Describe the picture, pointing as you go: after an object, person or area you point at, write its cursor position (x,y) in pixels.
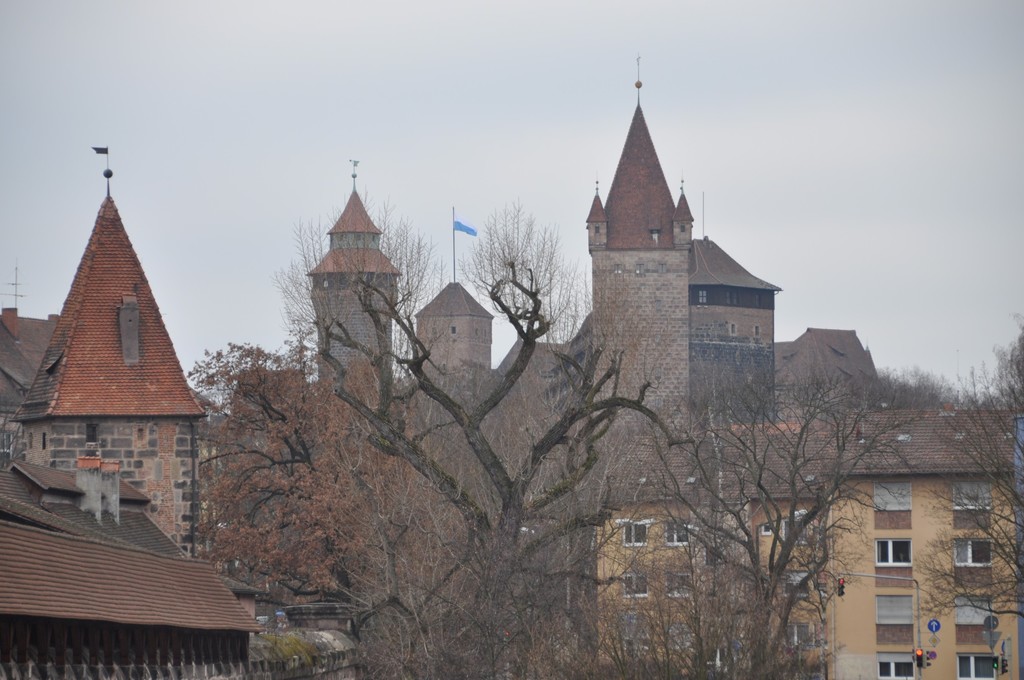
In this picture we can see many trees (330,433) in front of many houses (718,251) with a flag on the top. The sky (125,171) is grey.
